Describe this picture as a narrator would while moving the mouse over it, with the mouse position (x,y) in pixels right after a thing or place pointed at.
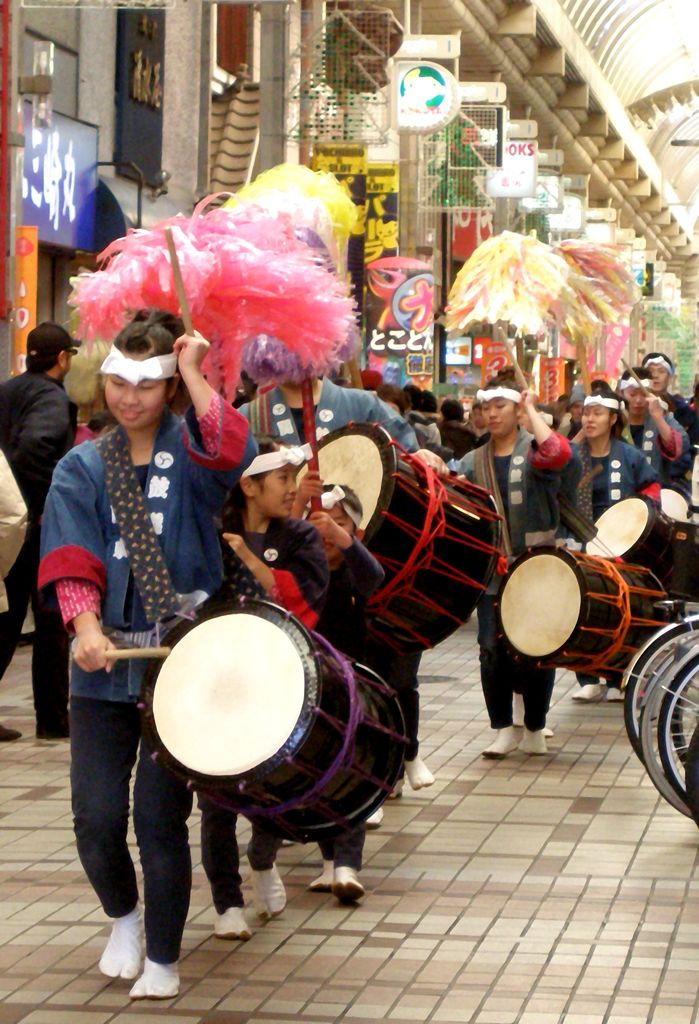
In this image I can see the group of people (300,598) playing the musical instruments (431,607). I can see some decorative objects (334,298) in the top (290,301). In the background (259,108) I can see few more people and the buildings (220,105) with boards (159,150). To the right (661,715) I can see the bicycle wheels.
